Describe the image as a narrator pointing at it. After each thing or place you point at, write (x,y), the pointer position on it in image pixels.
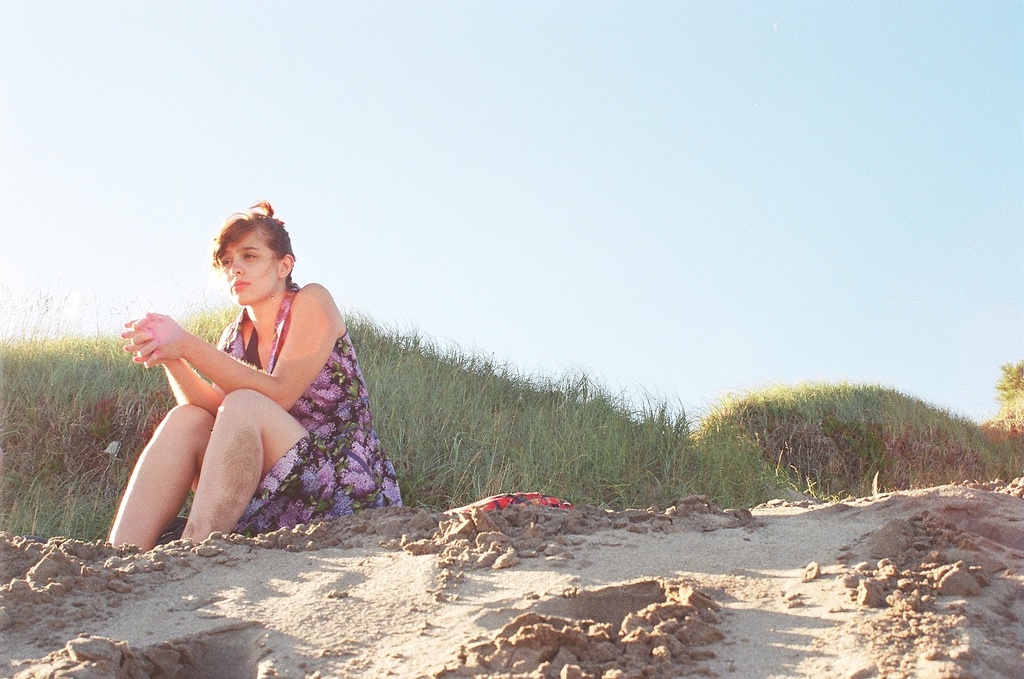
In this image we can see a lady (269,424) sitting. On the ground (434,567) there is sand (493,589). Also there is grass (436,403). In the background (638,106) there is sky (443,101).
